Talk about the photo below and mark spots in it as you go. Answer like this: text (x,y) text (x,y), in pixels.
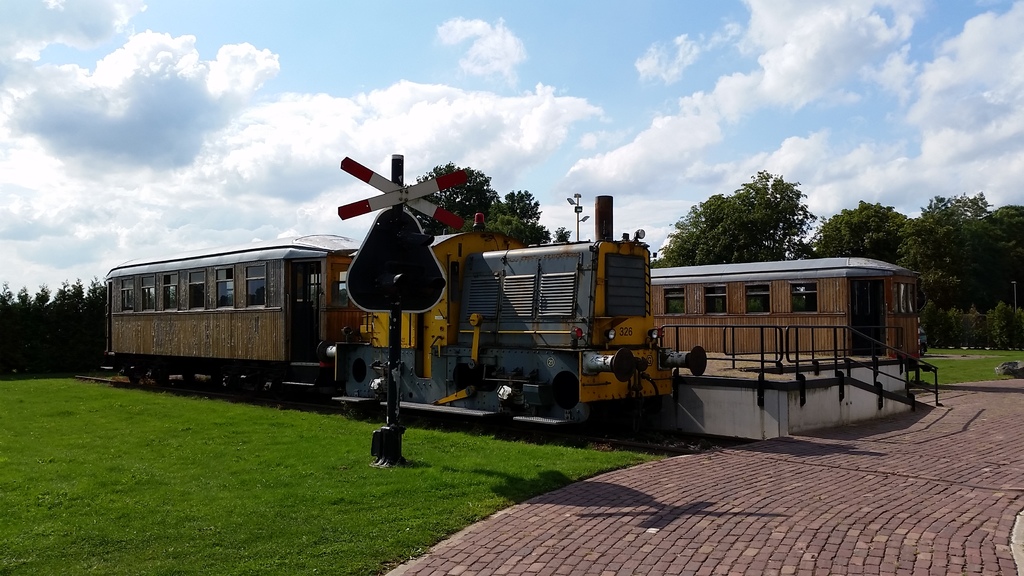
In this image, we can see some trees (882,246) and trains (577,293). There is a sign board (420,275) in the middle of the image (362,266). There are clouds (686,129) in the sky (202,126).
